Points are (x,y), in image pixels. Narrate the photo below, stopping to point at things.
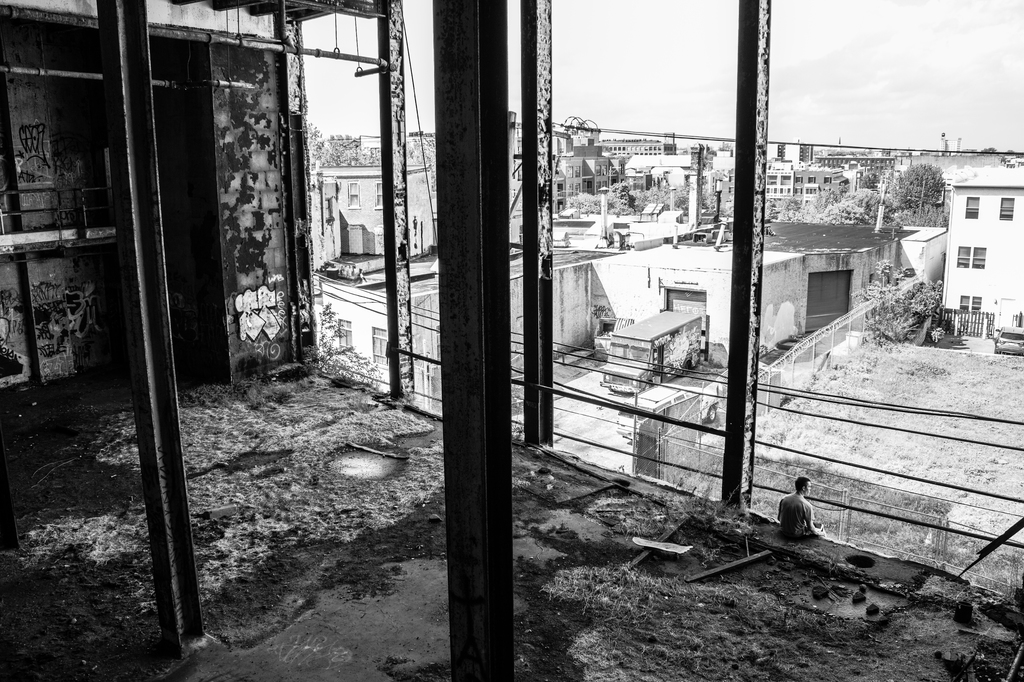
This is a black and white picture, there is a man (821,533) sitting on the floor (623,515) of a half constructed building (67,199) and in the front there are buildings (634,274) all over the place with a truck (681,341) in the middle (630,354) and above its sky (848,70).
